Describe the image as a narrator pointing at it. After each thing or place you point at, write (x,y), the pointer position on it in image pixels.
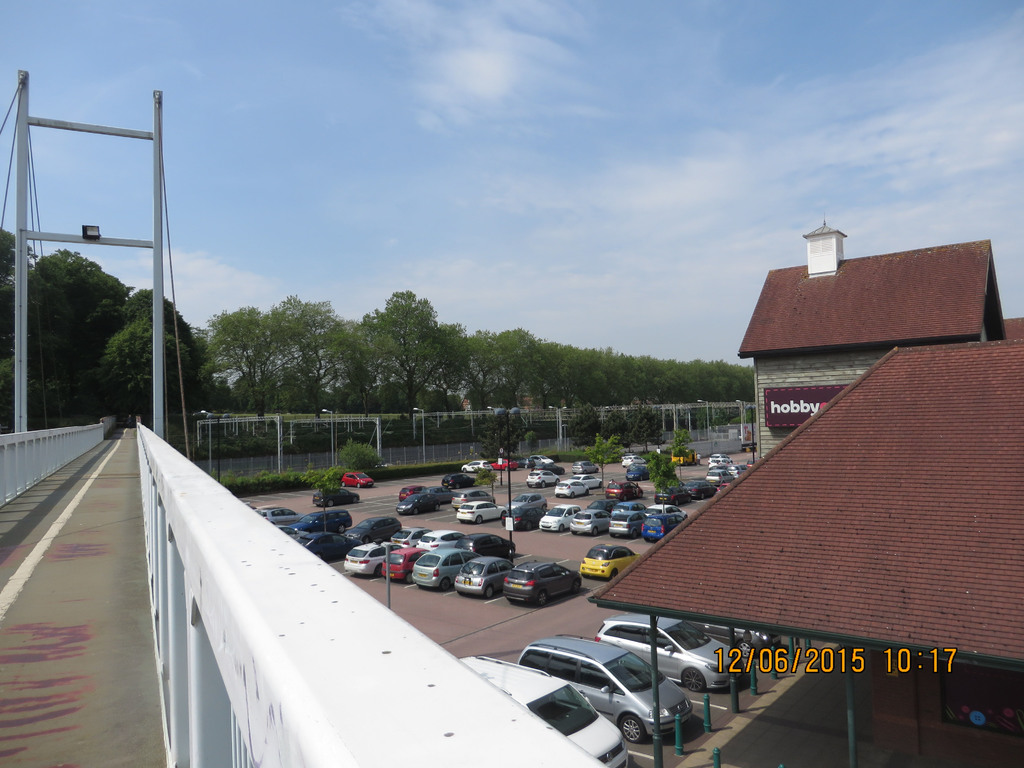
In the image there is a bridge (90,495) and under the bridge (78,535) on the right side (696,484) there are many cars (623,664) parked in the ground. In front of the cars (680,629) there is a shelter (948,386) and a building (803,367), behind the cars (499,464) there are many trees (419,320).
